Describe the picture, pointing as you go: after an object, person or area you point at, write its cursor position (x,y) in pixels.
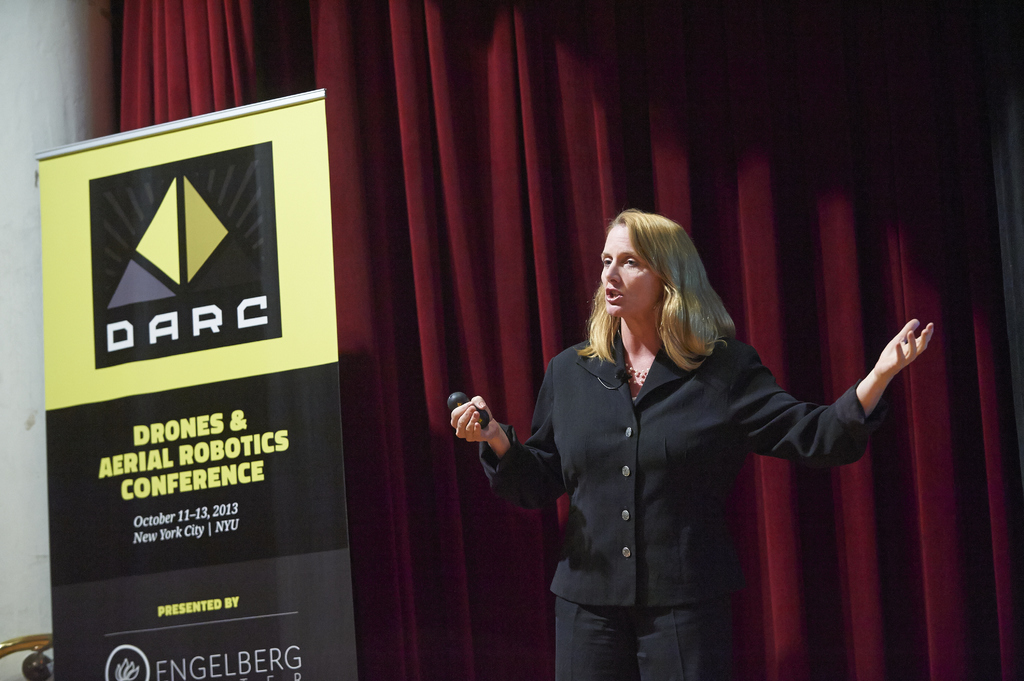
There is a woman (661,519) wearing black dress (648,477) is standing and holding an object (455,406) in her hand (465,438) and there is a banner (209,412) which has something written on it behind her and there is a red curtain (642,166) behind her.
